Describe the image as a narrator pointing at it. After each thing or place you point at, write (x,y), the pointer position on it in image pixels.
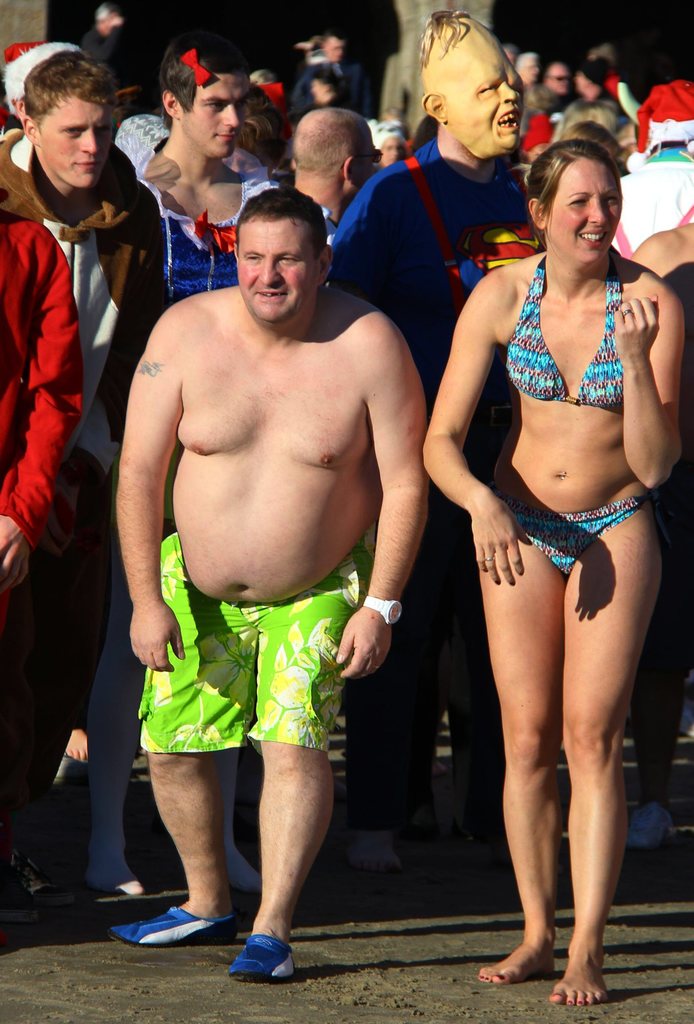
In this image we can see people (232,730) standing on the ground (323,921).
